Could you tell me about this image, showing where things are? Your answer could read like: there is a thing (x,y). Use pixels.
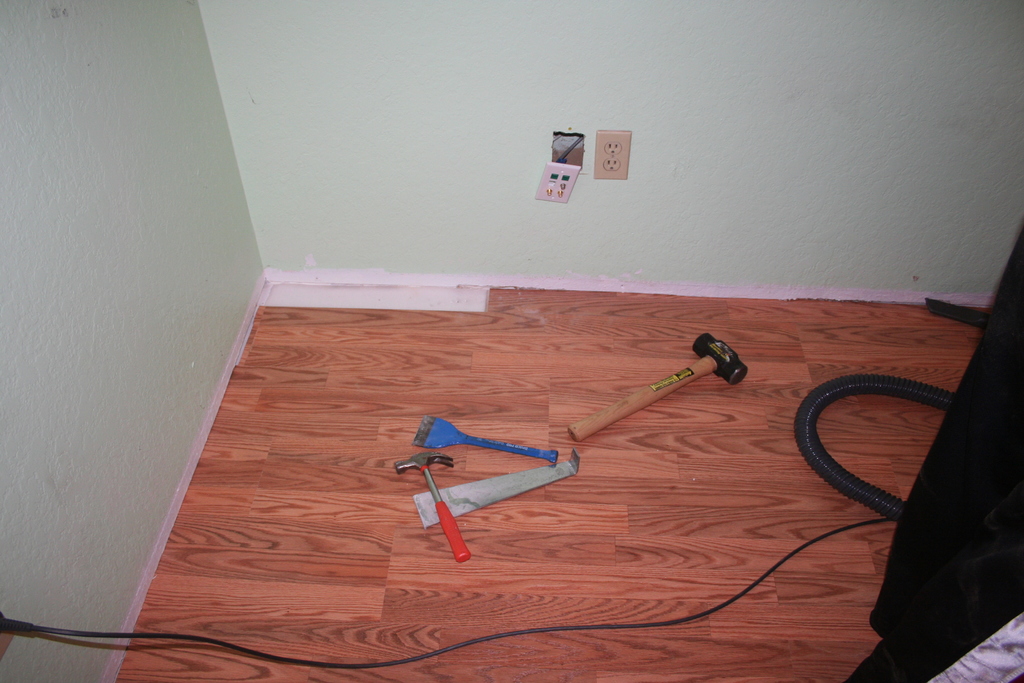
This is a picture of a room (607,351) in this image at the bottom (621,622) there is a wooden floor (534,601). On the floor (865,456) there are some hammers (659,389), chisel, pipe (934,399), wire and in the background (190,245) there is a wall (479,171).
